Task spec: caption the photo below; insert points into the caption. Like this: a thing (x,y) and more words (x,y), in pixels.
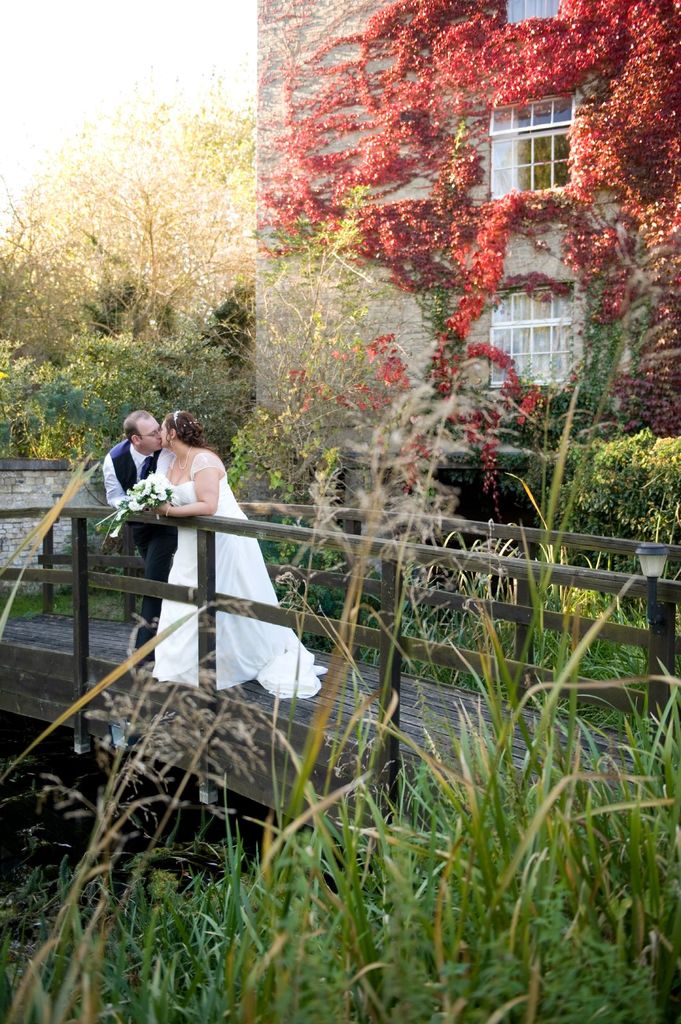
In this image we can see a man (149,659) and a lady (276,628). She is holding a bouquet (121,500). At the bottom (174,934) there is grass (303,911) and we can see a bridge (46,681). In the background (226,301) there is a building (381,325) and we can see trees (161,365). There is sky (176,80).
